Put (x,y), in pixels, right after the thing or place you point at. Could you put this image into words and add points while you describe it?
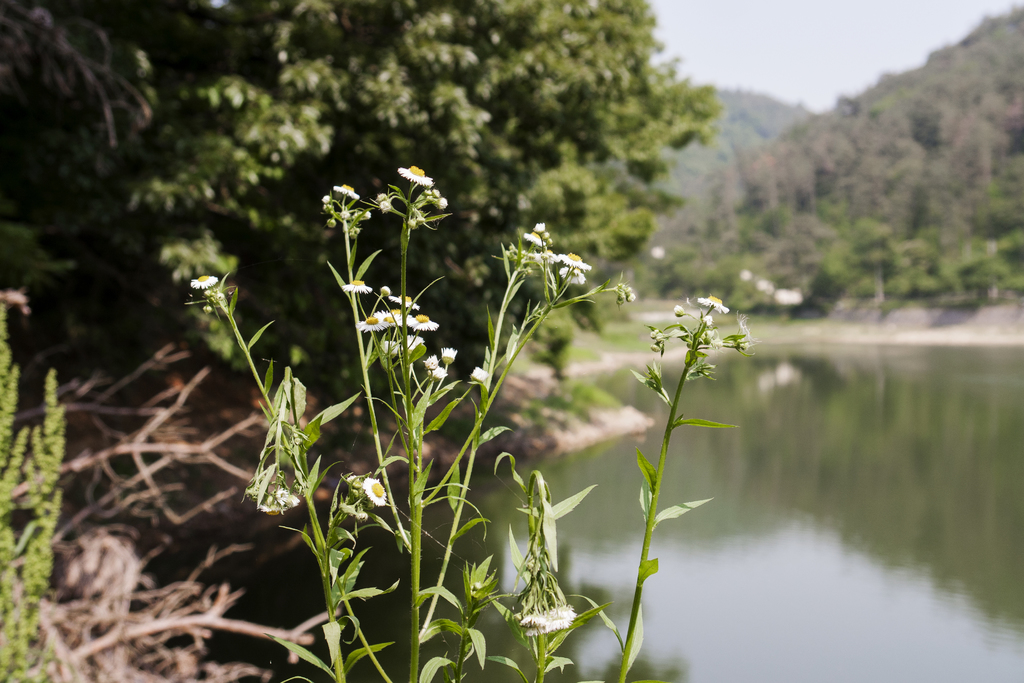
In this image there is water (938,488) on the right side (924,449). On the left side (272,173) there are trees (360,89). In the background (784,111) there are hills (832,137) on which there are trees (812,239). In the middle (408,434) there is a plant (412,564) with small white flowers (367,325). On the left side (113,561) bottom there are wooden sticks (125,594).
